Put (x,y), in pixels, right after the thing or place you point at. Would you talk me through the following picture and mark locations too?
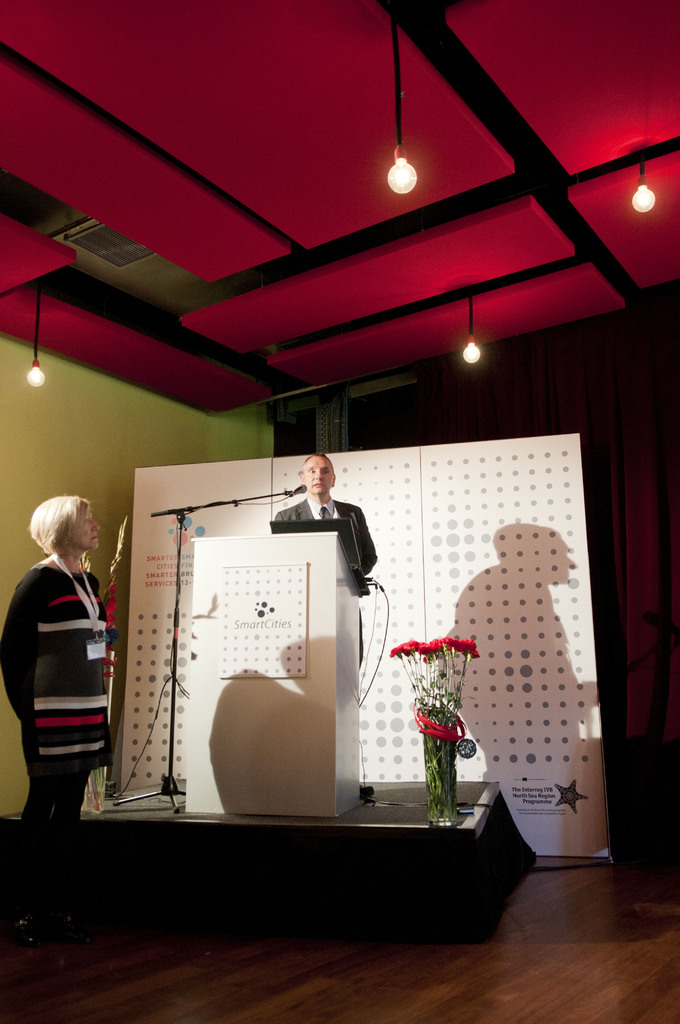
The man (361,553) in front of the picture is standing. In front of him, we see a podium (291,669) on which laptop (350,548) is placed. Beside that, we see a microphone (157,513). I think he is talking on the microphone (178,511). Beside that, we see a flower pot (431,787). On the left side (81,794), we see a woman (62,697) is standing. Behind him, we see a white color board (479,603). In the background (159,452), we see a wall (126,456) in green and brown color. At the top of the picture (453,250), we see the lights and the ceiling (292,254) of the room (302,317). This picture is clicked in the conference hall (347,292).
